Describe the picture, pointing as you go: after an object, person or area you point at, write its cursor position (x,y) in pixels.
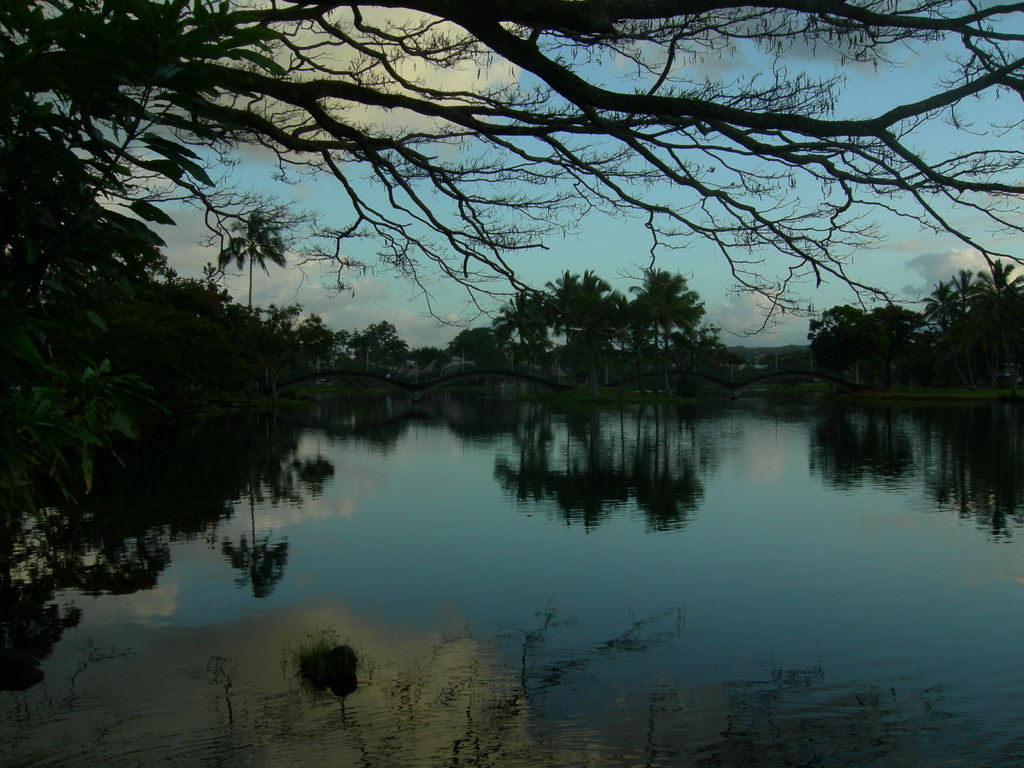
This picture is clicked outside. In the foreground (567,514) we can see a water body (581,561) and we can see the reflections (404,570) of the trees (295,90) and the reflections (282,720) of some other objects (226,693). In the background (648,254) we can see the sky (636,247), trees (844,335), bridge (464,373) and some other objects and we can see the clouds (180,257).
